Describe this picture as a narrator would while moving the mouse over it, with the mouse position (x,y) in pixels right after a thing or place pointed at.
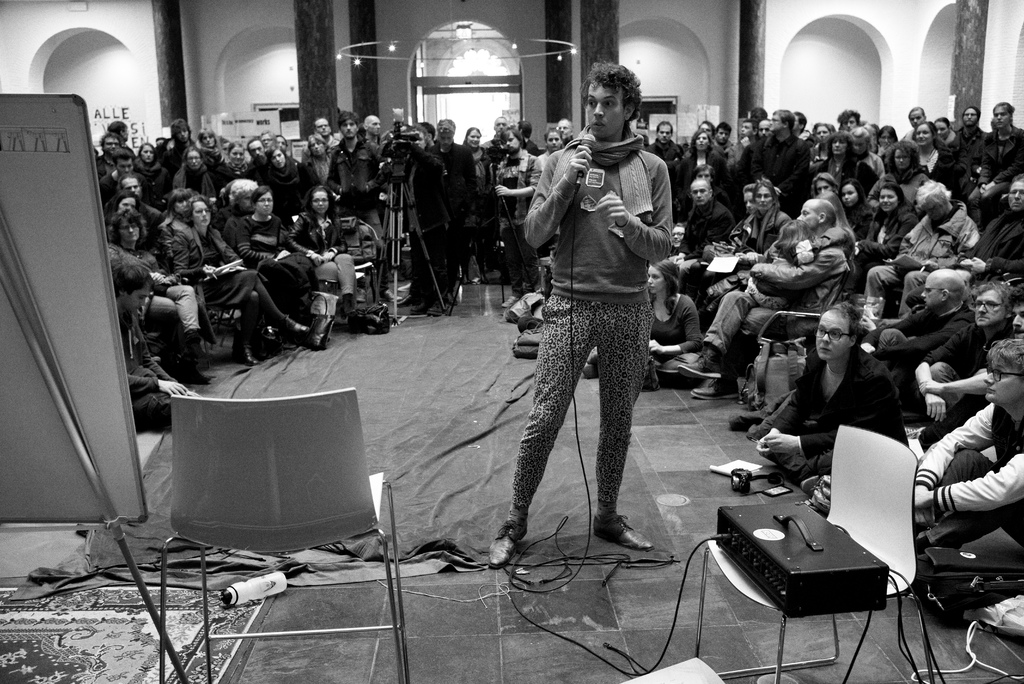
In this image i can see a group of people (823,247) are sitting on a chair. And some people (632,294) are standing on the floor (284,611). I can also see there are few chairs (390,561) and a board (28,237).
